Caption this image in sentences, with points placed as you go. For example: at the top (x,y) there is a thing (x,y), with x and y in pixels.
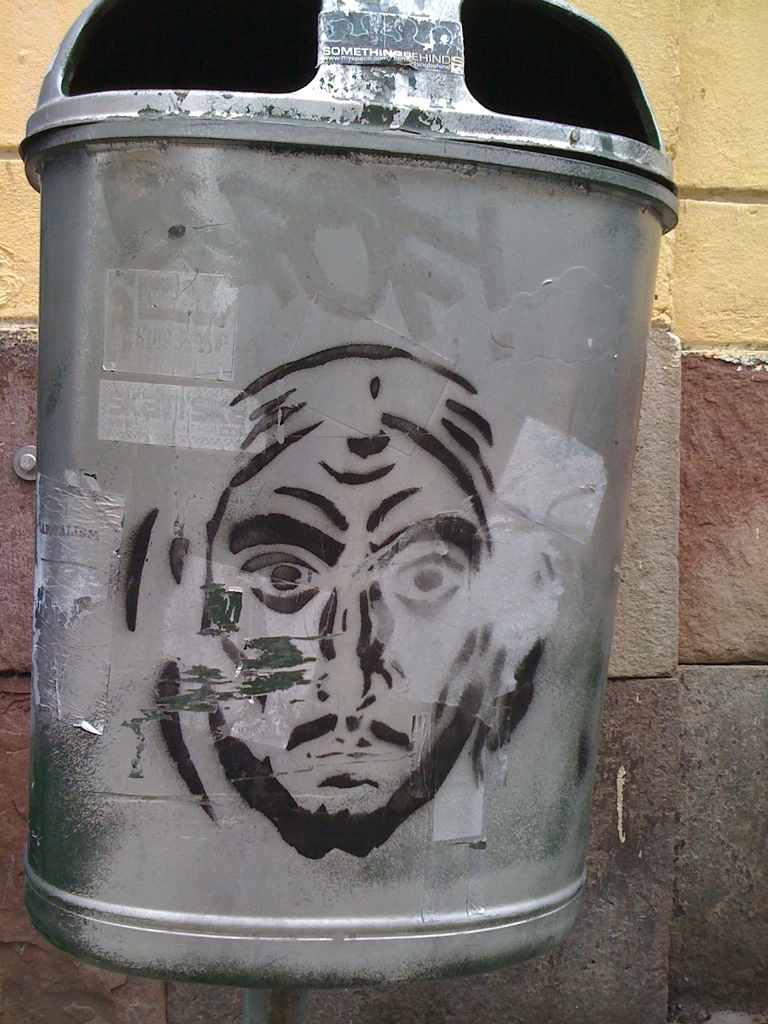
In this image we can see a trash can (150,494) upon which the face (270,587) of a person (433,567) is painted. In the background (629,861), we can see the stone wall (694,246).
